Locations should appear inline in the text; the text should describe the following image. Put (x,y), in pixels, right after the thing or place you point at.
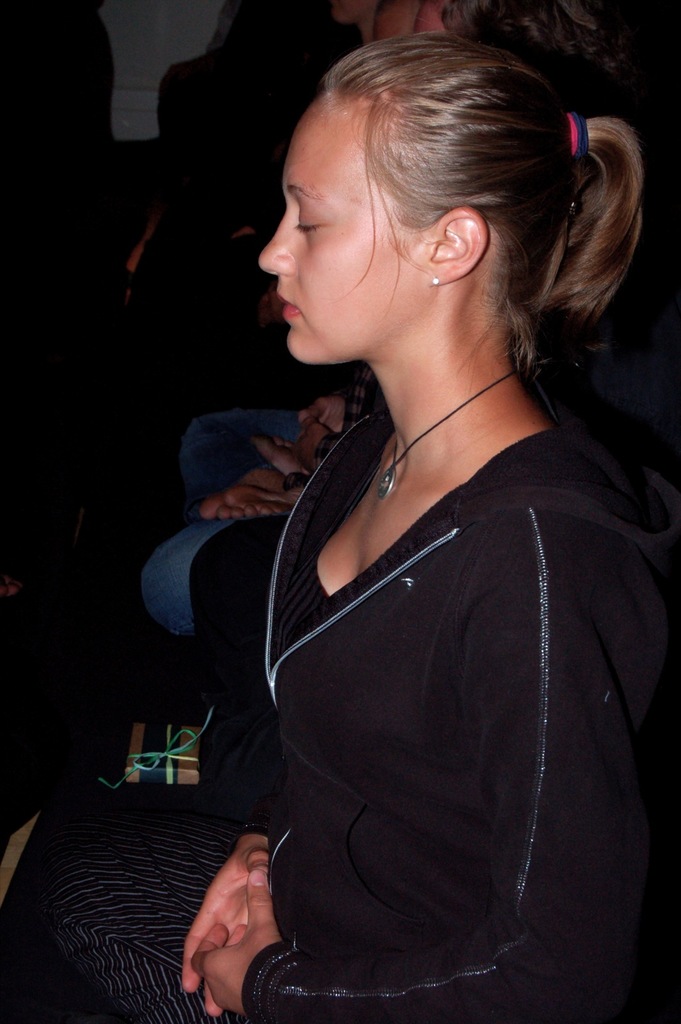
In this image, I can see few people (310,656) sitting. It looks like a small gift box (158,768) with a ribbon (170,764).
